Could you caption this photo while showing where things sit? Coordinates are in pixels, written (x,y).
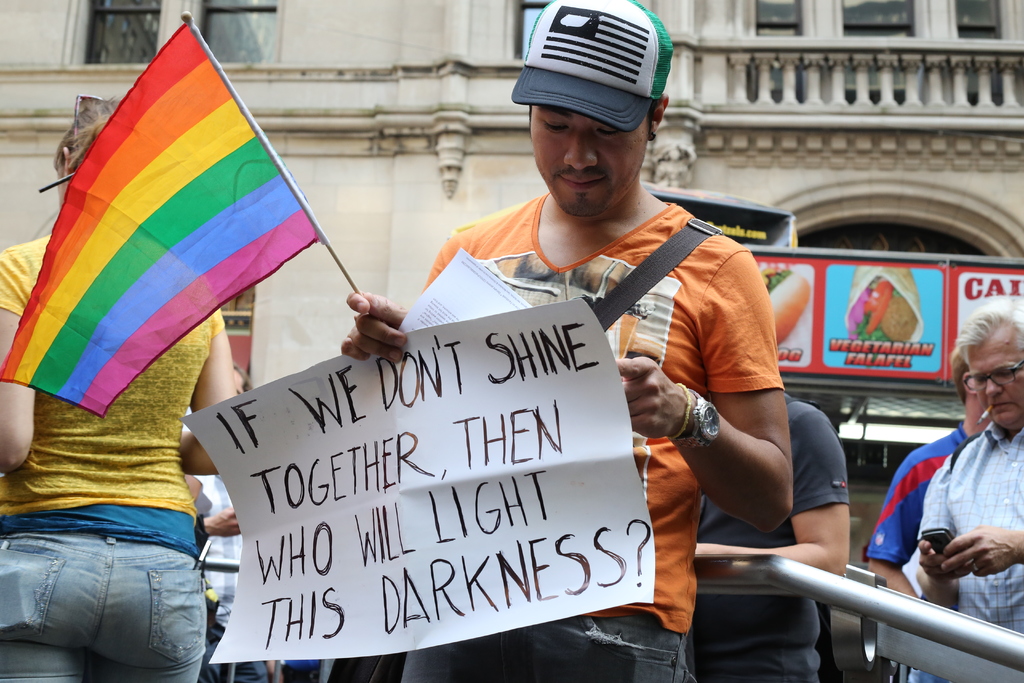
In this image there are a few people (175,382) standing. In the center (658,316) there is a man (651,512) standing. He is holding papers (435,358) and a flag (137,232) in his hands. Behind them there is a wall (387,63) of the house (433,150). To the right (902,326) there are boards (899,306) with text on the wall (866,161).
